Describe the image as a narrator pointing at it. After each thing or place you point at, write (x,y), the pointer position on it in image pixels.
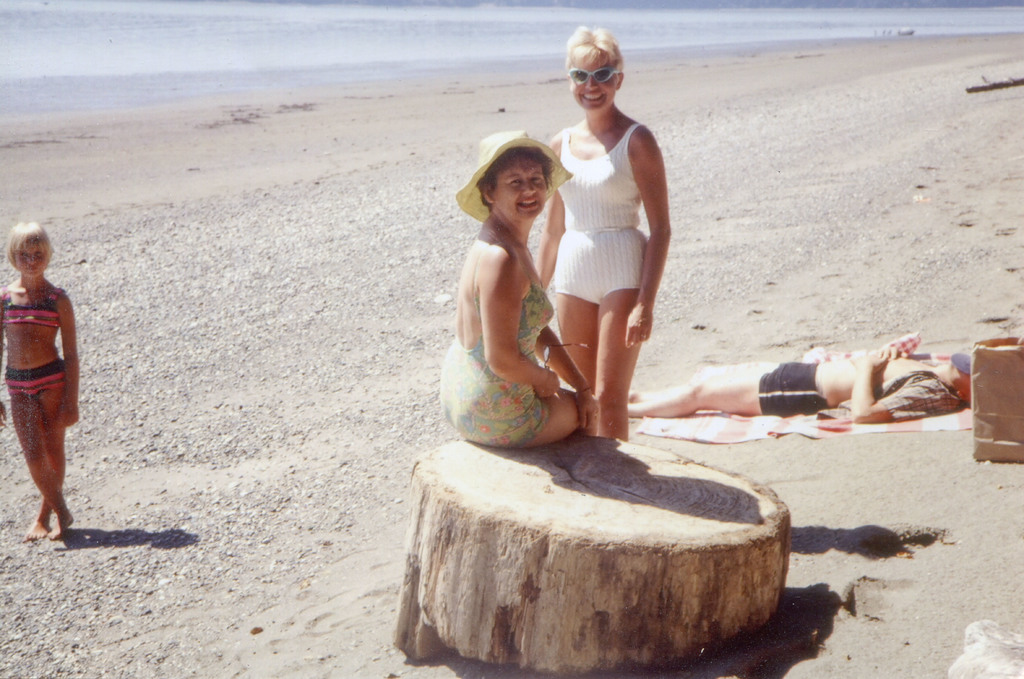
As we can see in the image there are few people (556,393) and in the background (417,57) there is water (486,42). In the front (583,531) there is tree trunk (594,557). The woman (632,231) standing in the middle (599,240) is wearing white color dress (611,199) and goggles (583,77).
